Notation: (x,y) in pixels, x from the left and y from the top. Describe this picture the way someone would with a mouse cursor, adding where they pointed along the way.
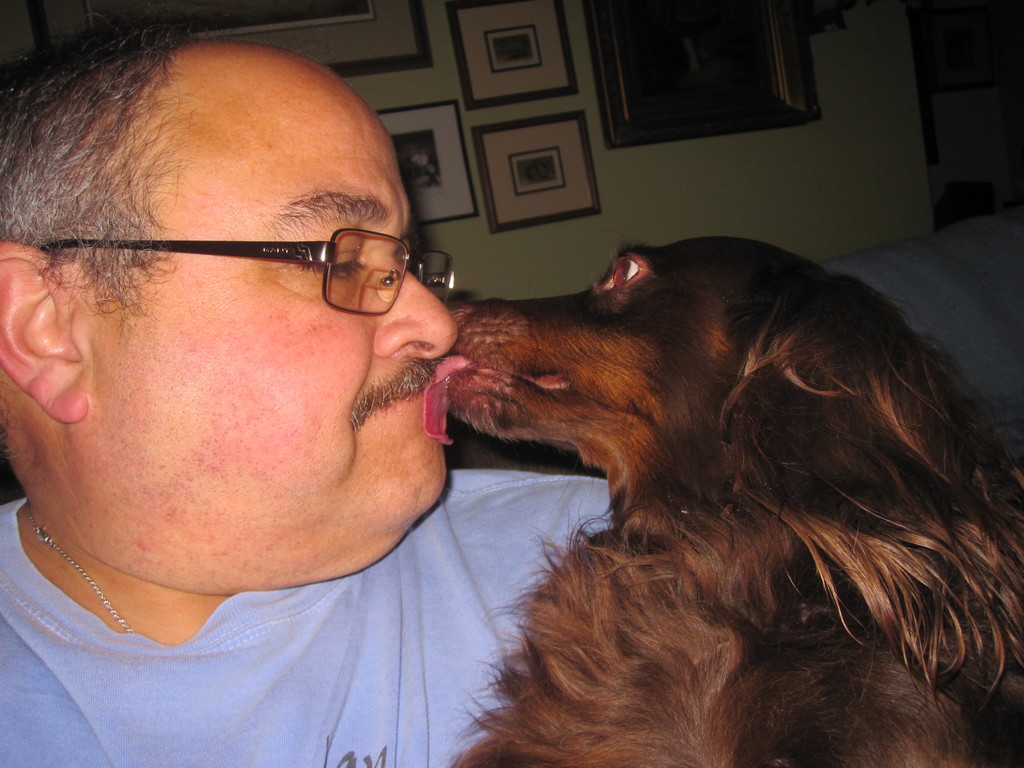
This image is taken indoors. In the background (787,227) there is a wall (701,209) with a few picture frames (524,194) on it. On the left side of the image (277,624) there is a man (304,551). On the right side of the image (716,526) there is a dog (852,499) and it is licking the face (394,431) of a man (389,433).
